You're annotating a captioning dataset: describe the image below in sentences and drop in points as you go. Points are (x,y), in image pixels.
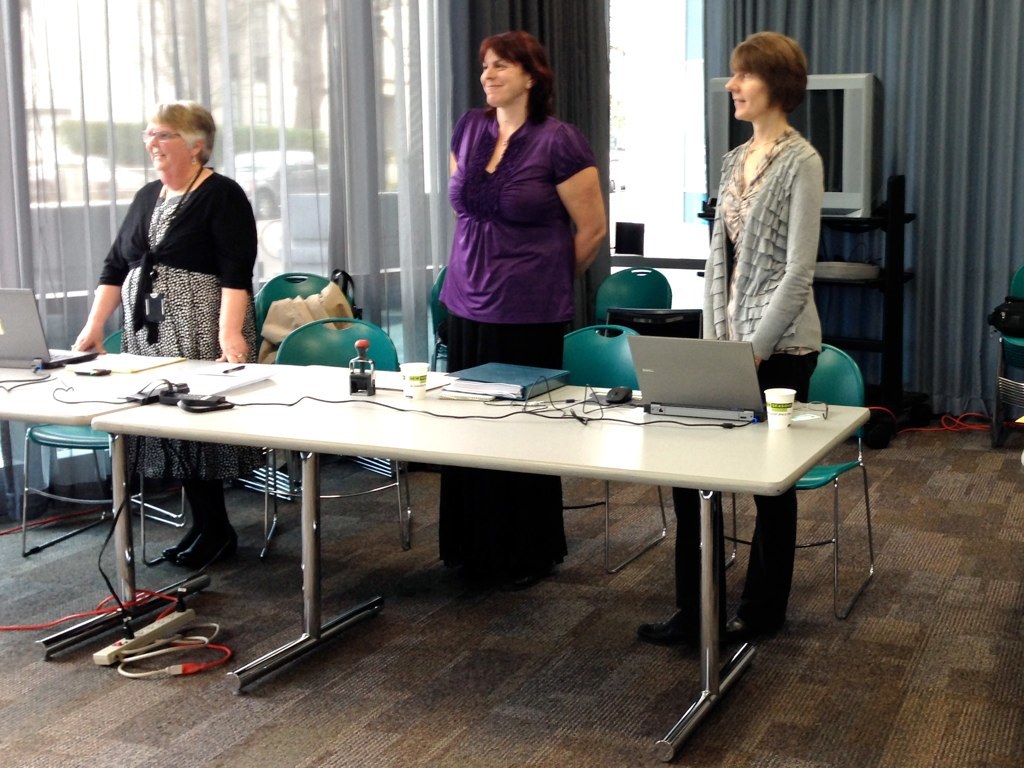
In this image we see three women (718,267) are standing near the tables (598,441). we can see laptops (655,372), books (519,388), mouse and wires (426,414) on the table (404,418). There are chairs (341,350), curtains (911,97) and television (847,192) in the background (914,192).
